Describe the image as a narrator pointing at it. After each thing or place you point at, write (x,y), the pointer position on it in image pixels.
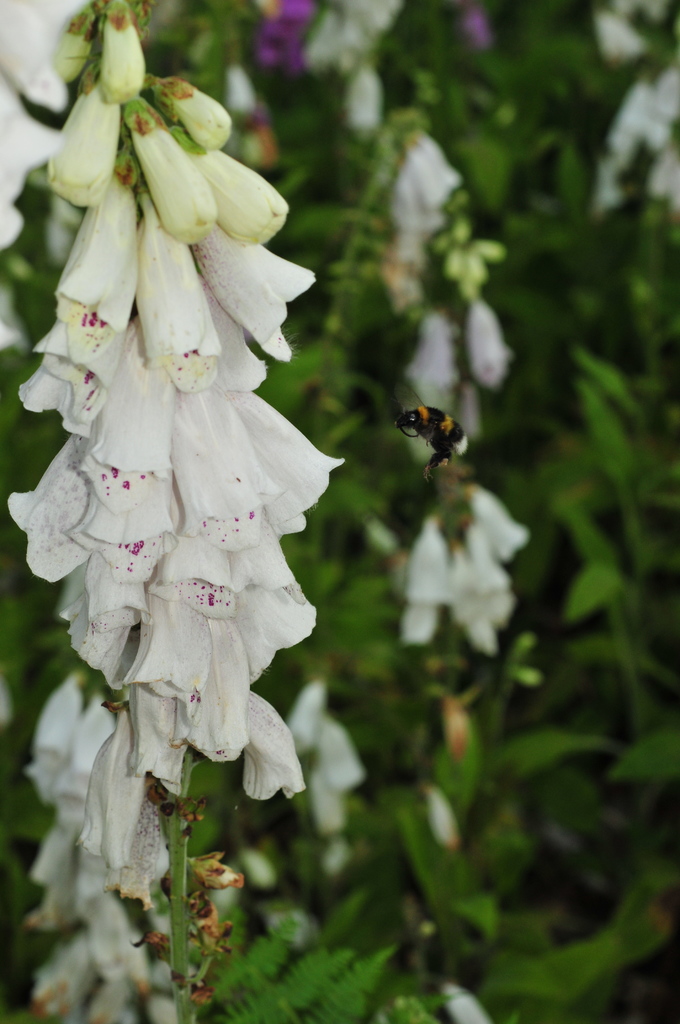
In this image I can see flowering plants (412,590) and also a bee (426,413). This image is taken in a day.
